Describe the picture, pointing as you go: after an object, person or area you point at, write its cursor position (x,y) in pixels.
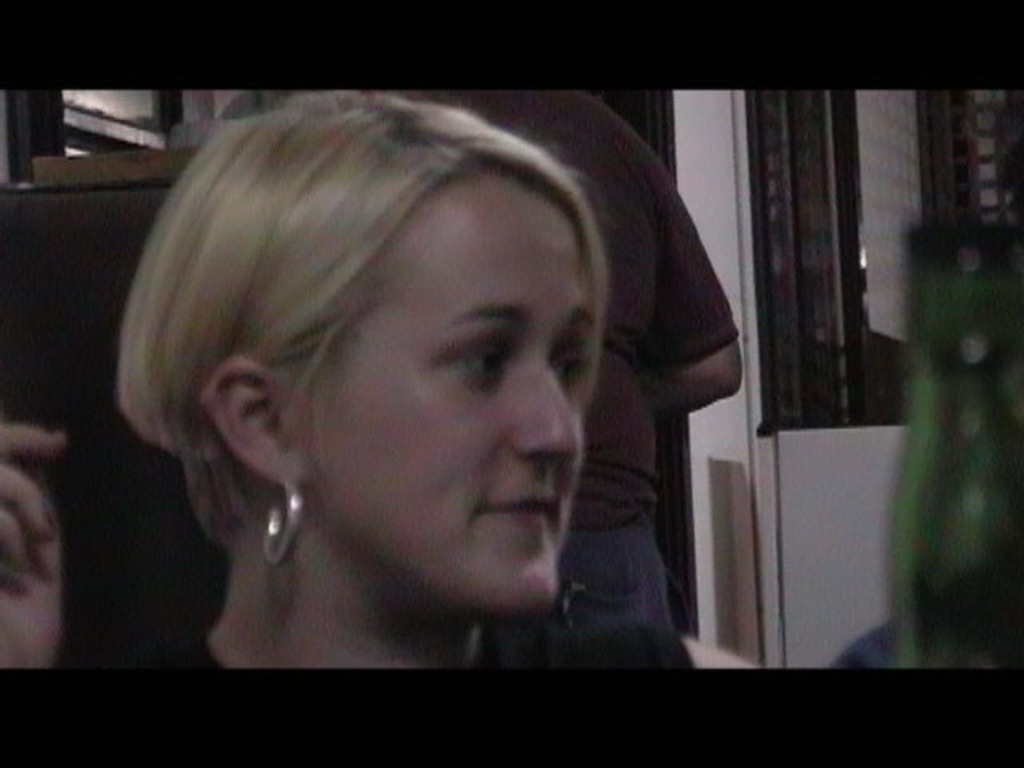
In front of the picture, we see a woman (449,419) and she is smiling. Behind her, we see the man (596,528) in brown T-shirt (632,352) is standing. In front of him, we see a white wall (746,333) and a window (817,426). In the right bottom of the picture (928,605), we see a green color glass bottle (939,624). Behind her, we see a brown color cupboard (70,273).
